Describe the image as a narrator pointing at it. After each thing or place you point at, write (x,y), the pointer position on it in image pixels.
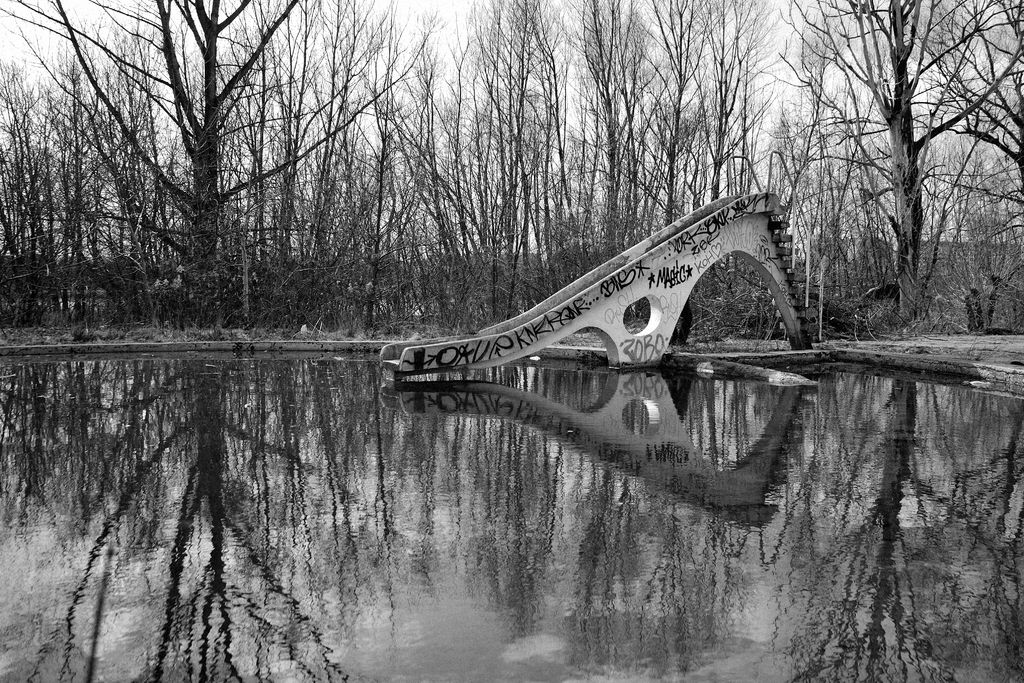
It is the black and white image in which there is a slide (588,312) in the water (520,395). In the background (410,159) there are tall trees (553,115). At the bottom (263,543) there is water (519,502).
